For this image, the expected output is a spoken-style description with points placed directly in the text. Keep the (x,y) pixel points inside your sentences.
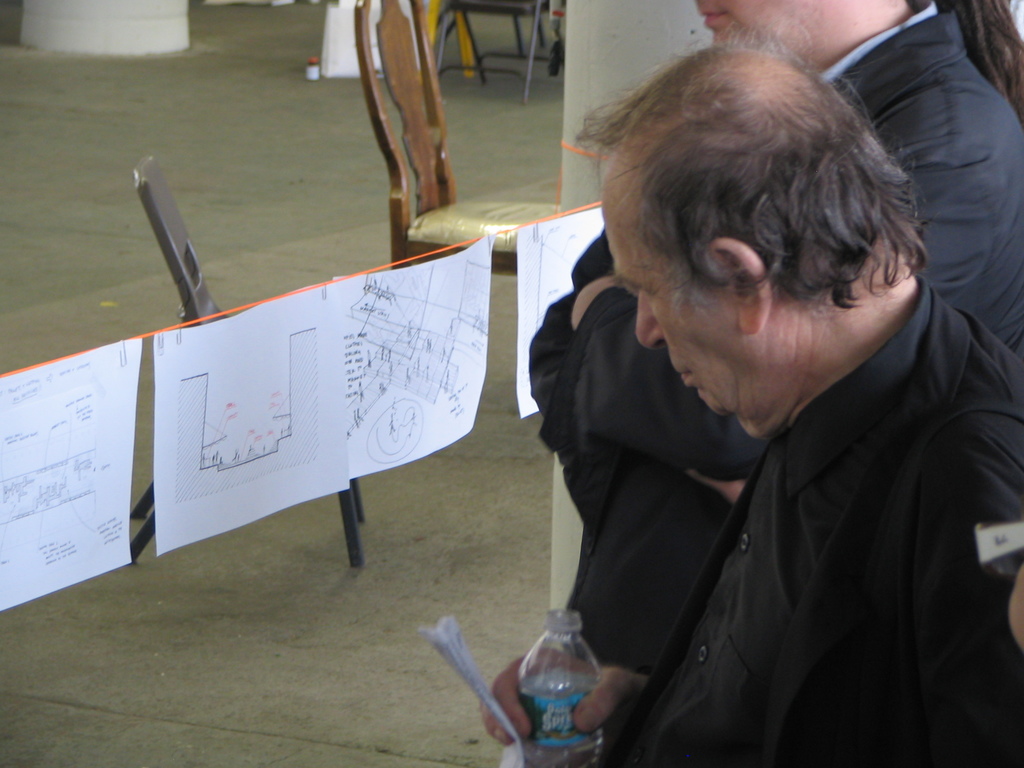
In this image I can see few people (995,134) over here and a man (634,679) is holding a bottle (559,631). Here I can see number of papers (199,380) and few chairs (407,126).
